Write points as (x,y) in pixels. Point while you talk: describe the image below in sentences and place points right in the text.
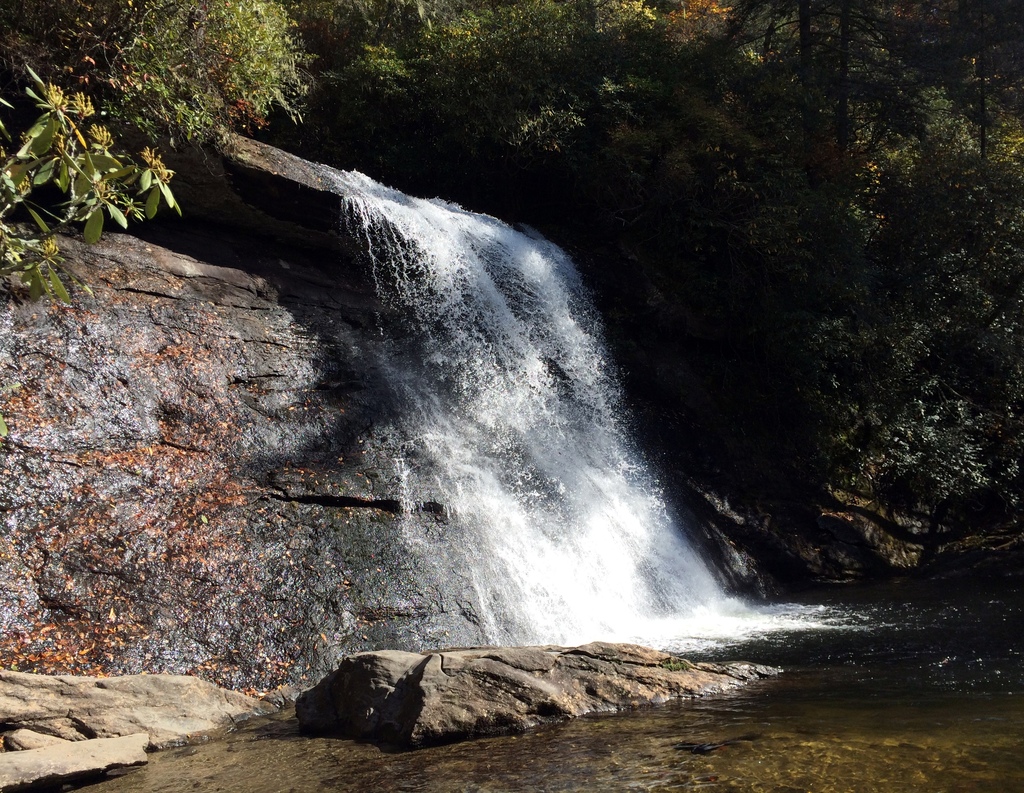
This image consists of trees (647,222), waterfall (458,295), rocks (289,677) and a mountain (224,495). This image is taken may be during a day.
